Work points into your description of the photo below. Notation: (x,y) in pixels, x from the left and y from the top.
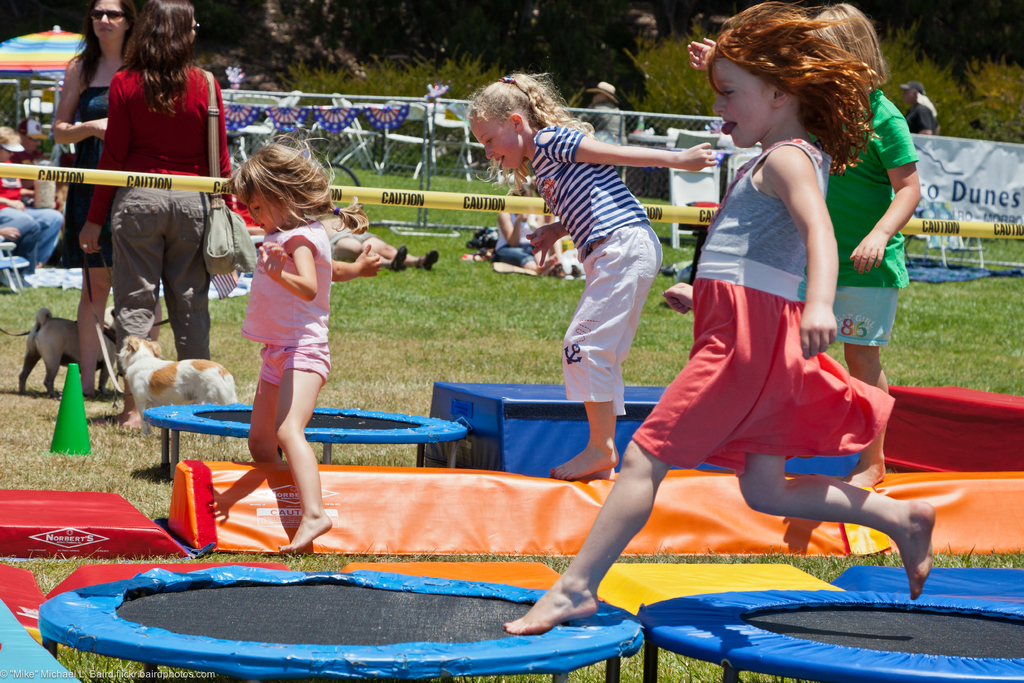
There is a group of people (652,278). The childrens (604,292) are playing. On the left side of the persons (182,304) are standing. They are wearing a spectacle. One woman (174,30) is wearing a bag (210,216). We can see in the background (403,118) fence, trees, banner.
